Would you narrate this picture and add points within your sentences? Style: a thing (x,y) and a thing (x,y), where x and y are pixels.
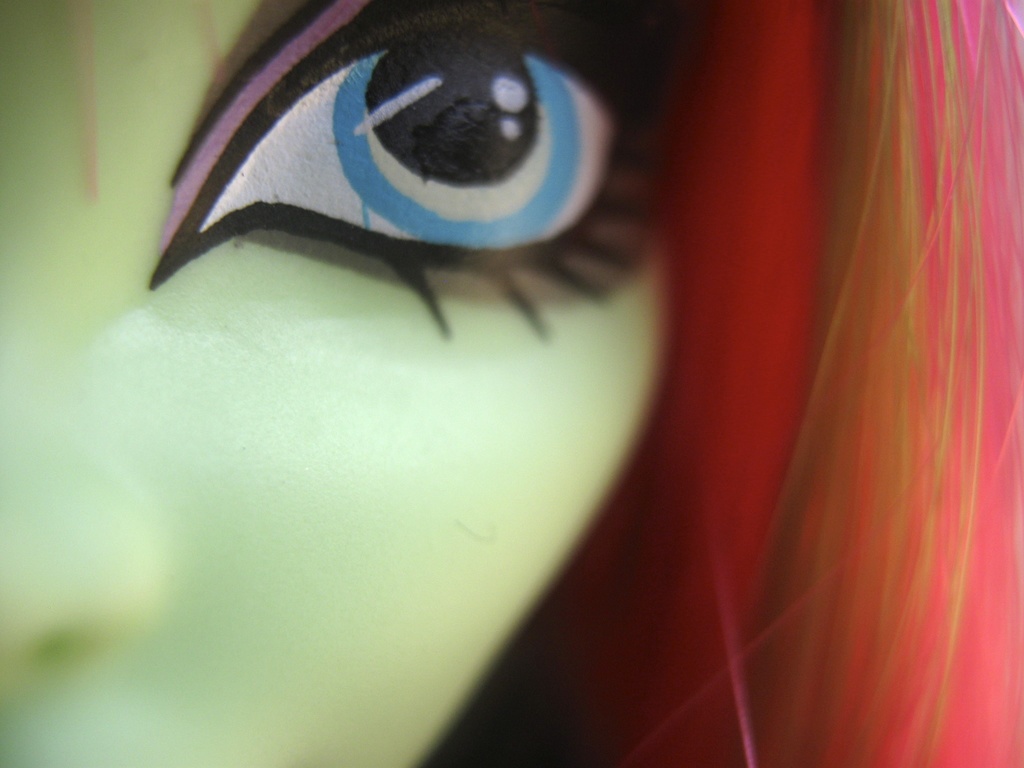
In this image I can see the face (294,450) of the doll (387,474) which is green in color and I can see the hair (780,355) which is pink, cream and red in color.
